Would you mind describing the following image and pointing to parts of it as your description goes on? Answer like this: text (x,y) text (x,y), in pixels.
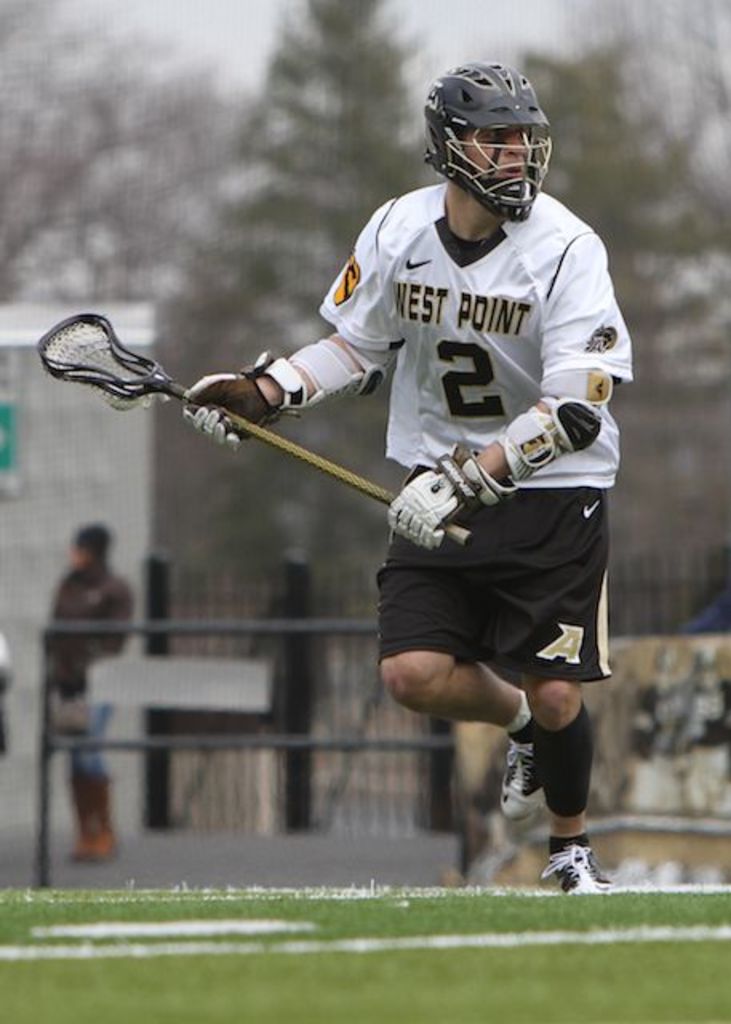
In the center of the image (472,538) we can see a man (514,344) holding a stick (291,455). In the background (182,757) there is a fence (170,750) and we can see a person (127,619). On the left (83,479) there is a shed (61,451) and there are trees (708,295). At the top (409,63) there is sky (236,53).
